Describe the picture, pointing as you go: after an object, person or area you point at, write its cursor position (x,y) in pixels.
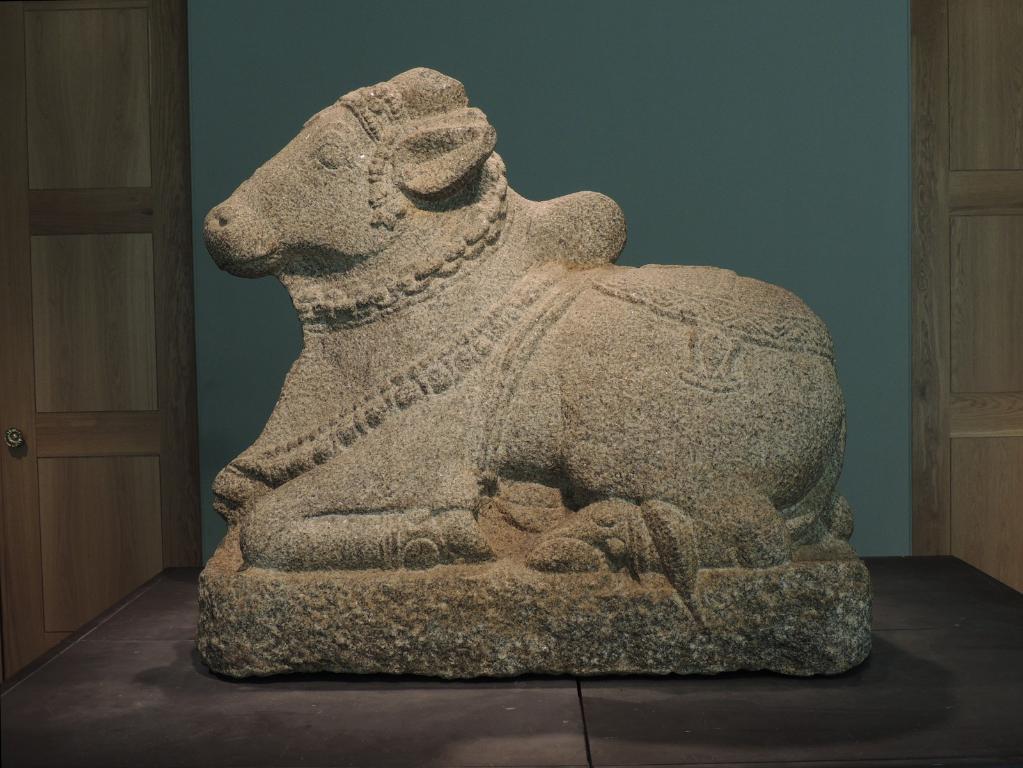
In this image in the center (510,343) there is one sculpture (275,251) and in the background (220,147) there is a wall (798,250) and doors (932,347), at the bottom (878,718) there is table (893,615).
